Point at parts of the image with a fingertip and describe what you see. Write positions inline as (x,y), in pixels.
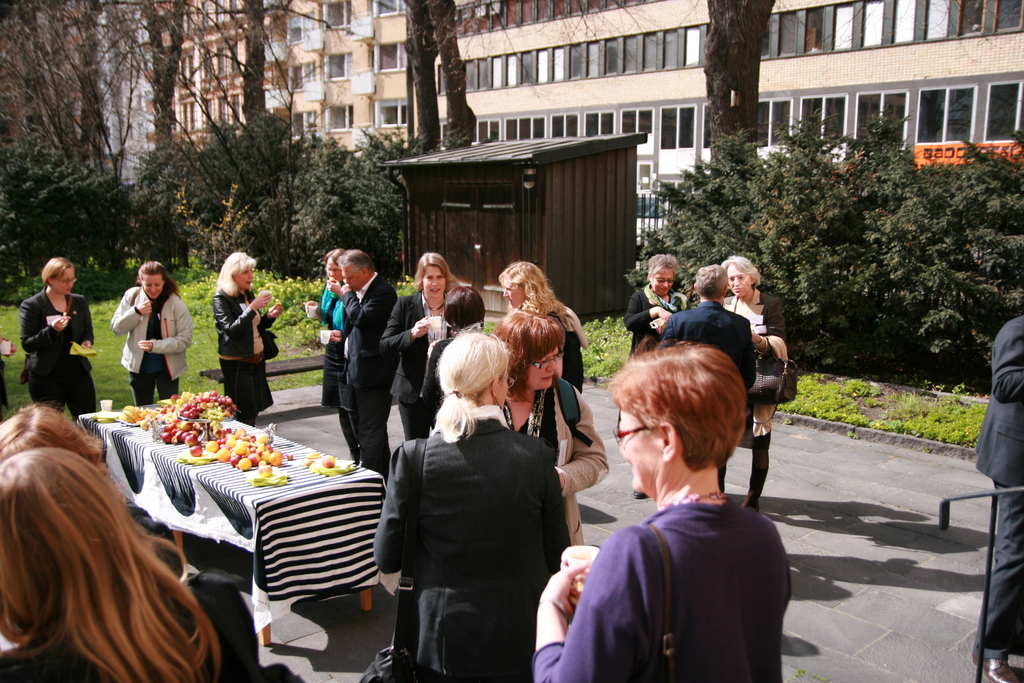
Here men (346,275) and women (661,403) are standing, there are buildings (660,74) with the windows (786,53), these are trees (896,227), there are fruits (180,434) on the table (263,498).
